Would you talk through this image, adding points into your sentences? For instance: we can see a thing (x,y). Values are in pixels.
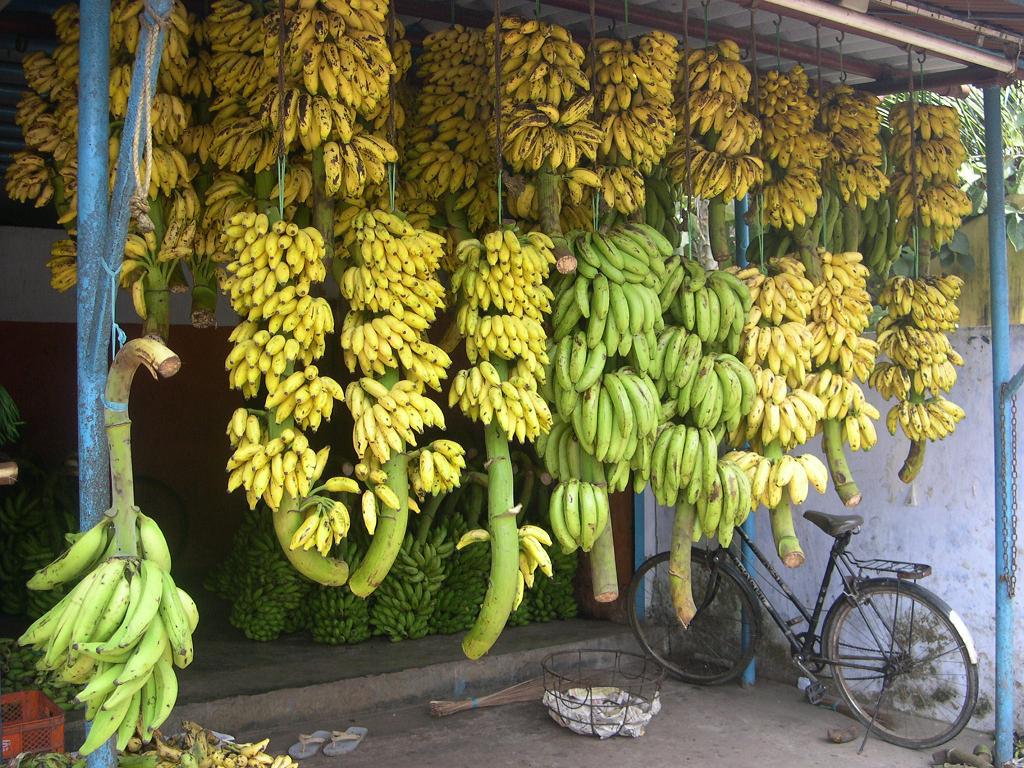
In the foreground of this image (416,167), there are many banana branches (228,84) hanging to the roof (765,29) of the shed (871,57). In the background (863,632), there is a cycle (808,674), basket (634,705), chappals (335,747), broomstick (454,706) and also branches (259,608) of bananas (263,595) on the floor (302,643). We can also see the wall (159,425).
